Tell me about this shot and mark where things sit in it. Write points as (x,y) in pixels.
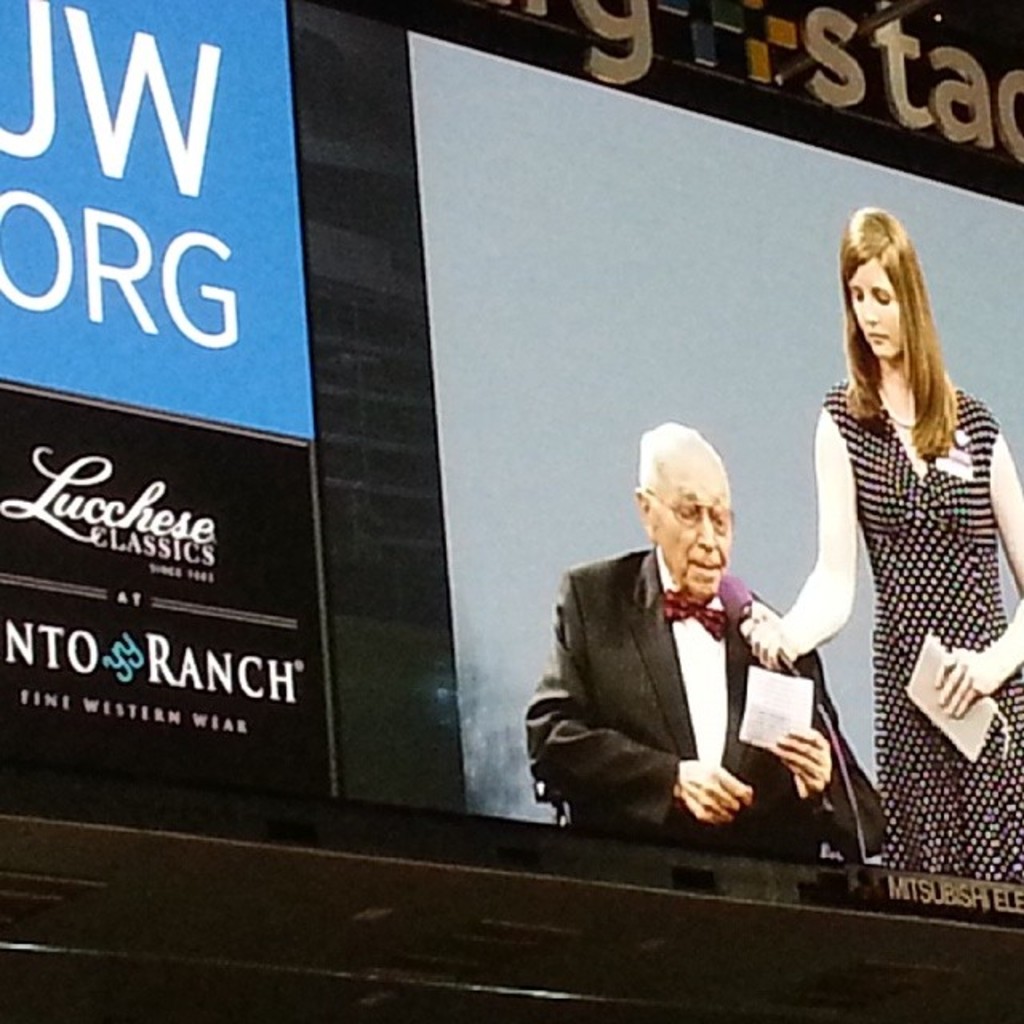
In this picture I can see a board (749,429) in front (757,419), on which I can see a man (667,434) and a woman (839,589) and I see that they're holding white color things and the woman (892,711) is holding a mic (778,649). I can also see something is written on the left (188,263) and top sides of this picture.
